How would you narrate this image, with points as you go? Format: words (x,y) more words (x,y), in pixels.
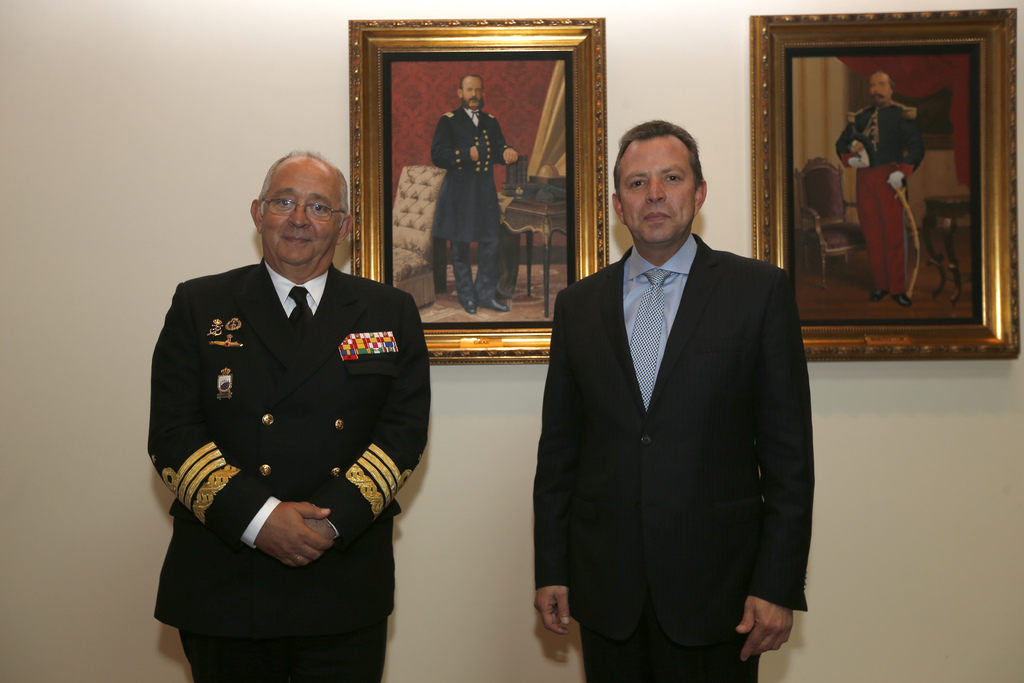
In this image there is a person (699,444) wearing a suit (624,383) and tie (656,300). He is standing beside a person (330,465) wearing a uniform (228,393). Behind them there are two picture frames (392,144) attached to the wall (174,120). Left side person (325,262) is wearing spectacles (309,211) and tie (303,309).
